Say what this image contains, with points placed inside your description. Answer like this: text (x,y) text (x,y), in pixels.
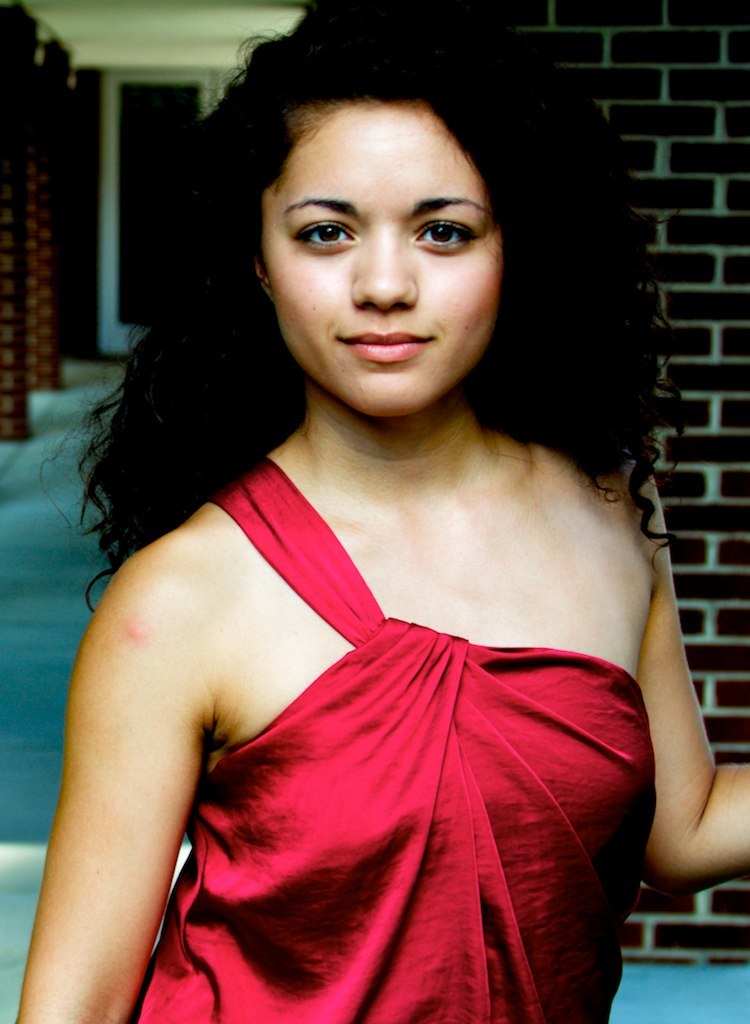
In the center of the image (347,373) we can see a lady (321,489) is standing and wearing red dress (548,877). In the background of the image (622,10) we can see the wall (702,461), pillars (42,194), door (181,276), floor (24,836). In the top left corner (139,19) we can see the roof (142,10).
